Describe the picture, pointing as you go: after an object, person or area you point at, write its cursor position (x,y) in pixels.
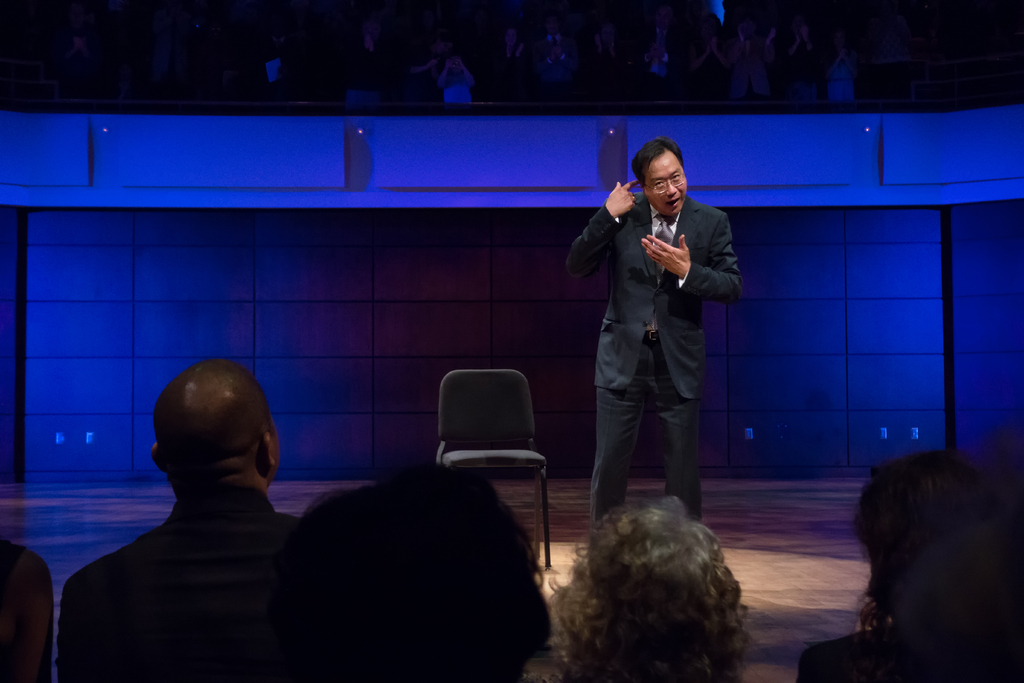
At the bottom of the image (399,597) we can see heads (435,597) of people (389,517). In front of them there is a stage (780,517). On the stage (89,533) there is a chair (459,436) and also there is a man (601,392) standing. Behind him there is wall (837,165) with light (782,245). At the top of the image (316,64) there are many people (886,48).
